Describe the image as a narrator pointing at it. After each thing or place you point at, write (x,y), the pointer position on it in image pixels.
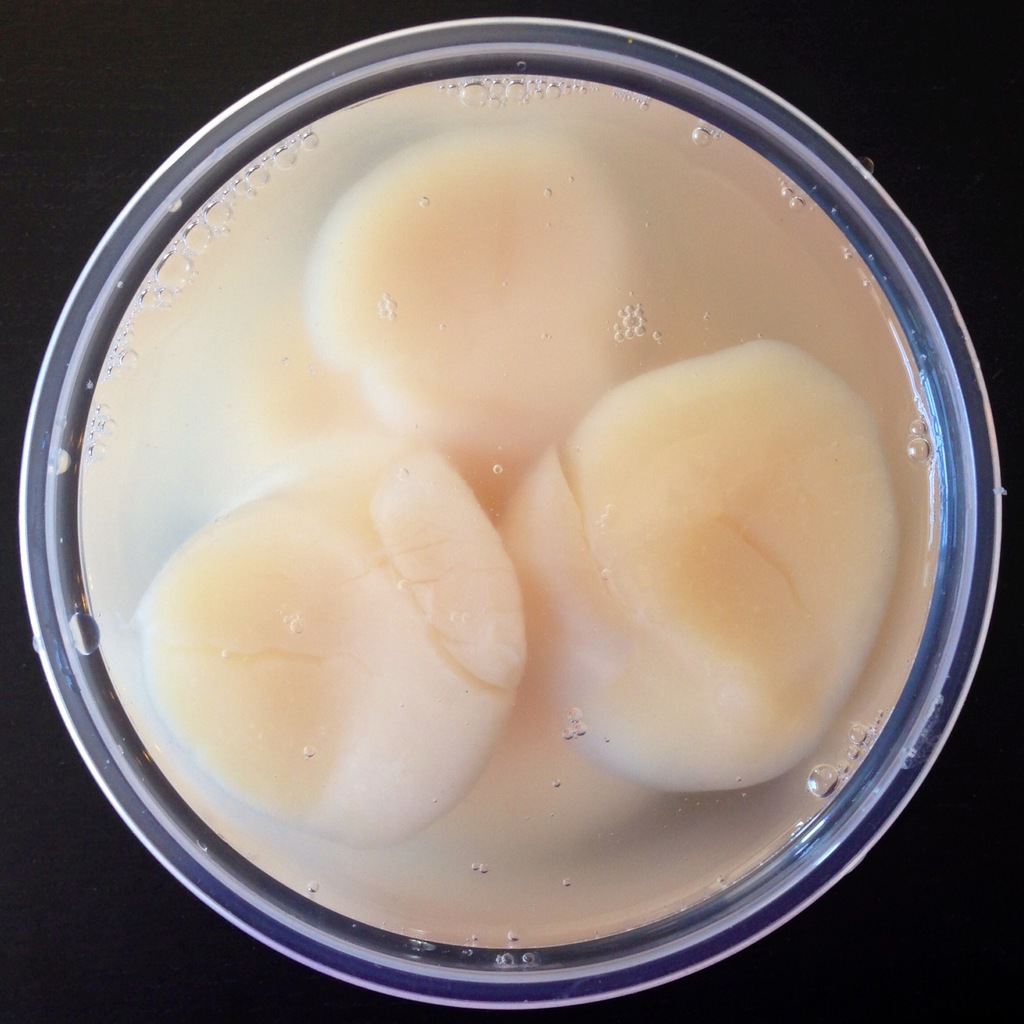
In the image we can see bowl (240,697), in the bowl (681,830) there is water (865,400) and white color objects (564,310).
